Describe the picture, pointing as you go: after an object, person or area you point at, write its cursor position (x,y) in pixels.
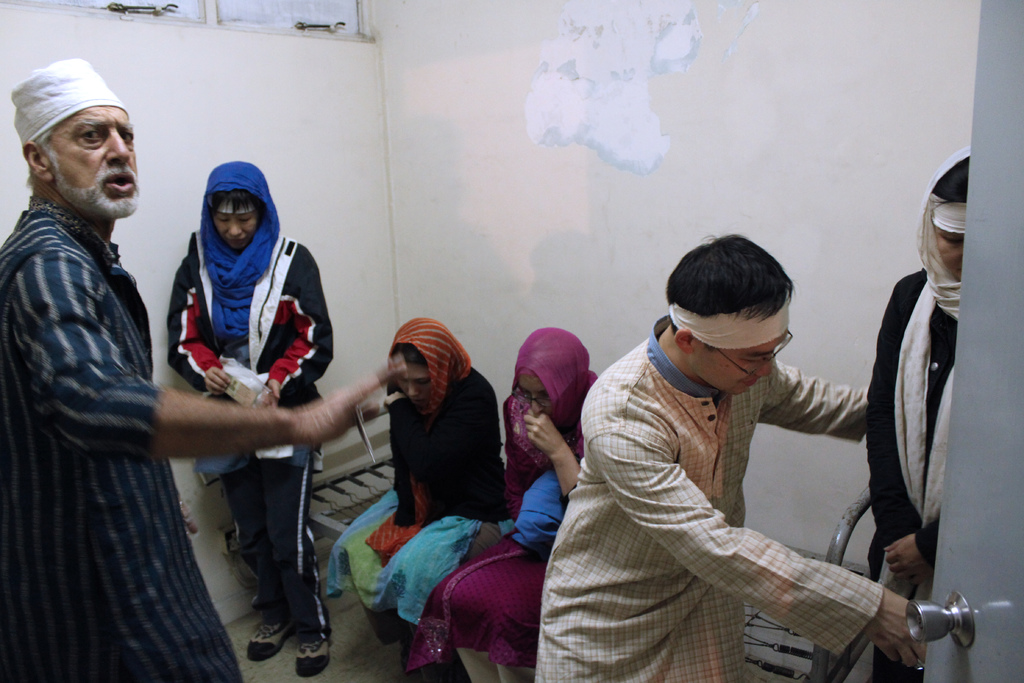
This picture is taken inside the room (527,506). In this image, in the middle (465,448), we can see two women (423,508) are sitting on the bench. On the right side (949,251), we can see a door (987,343) and two people (910,521) are standing. On the left side (249,271), we can see two people (173,292) man (56,396) and woman (260,339) are standing. In the background (448,114), we can see a wall (808,154) and a glass window (318,23).
